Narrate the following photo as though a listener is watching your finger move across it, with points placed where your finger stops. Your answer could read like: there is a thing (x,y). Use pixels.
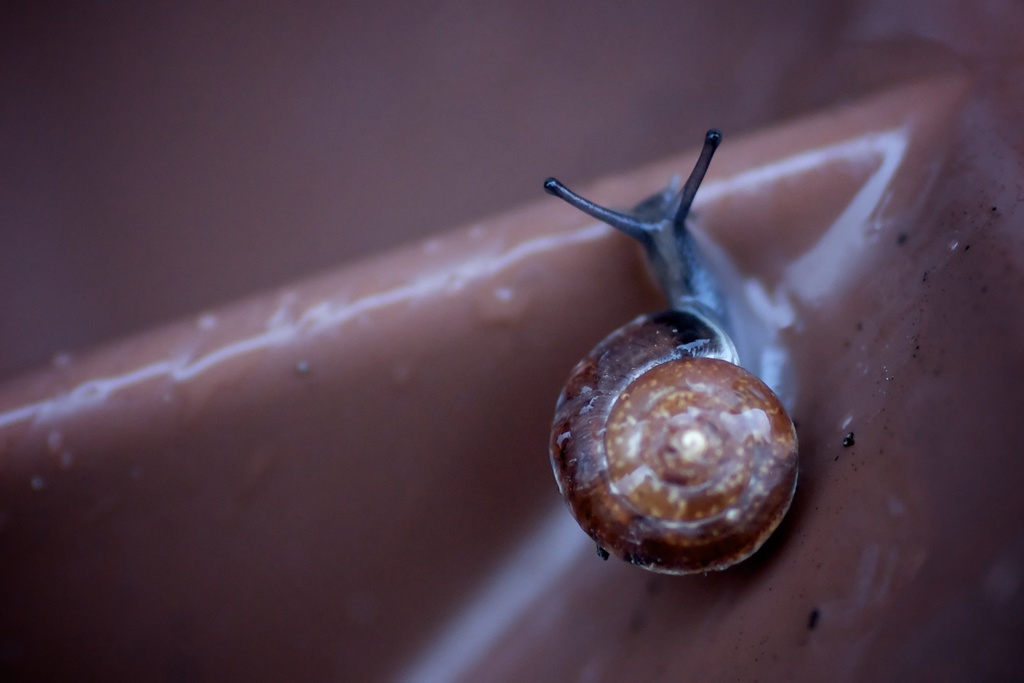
In this picture we can see one snail (621,411).
